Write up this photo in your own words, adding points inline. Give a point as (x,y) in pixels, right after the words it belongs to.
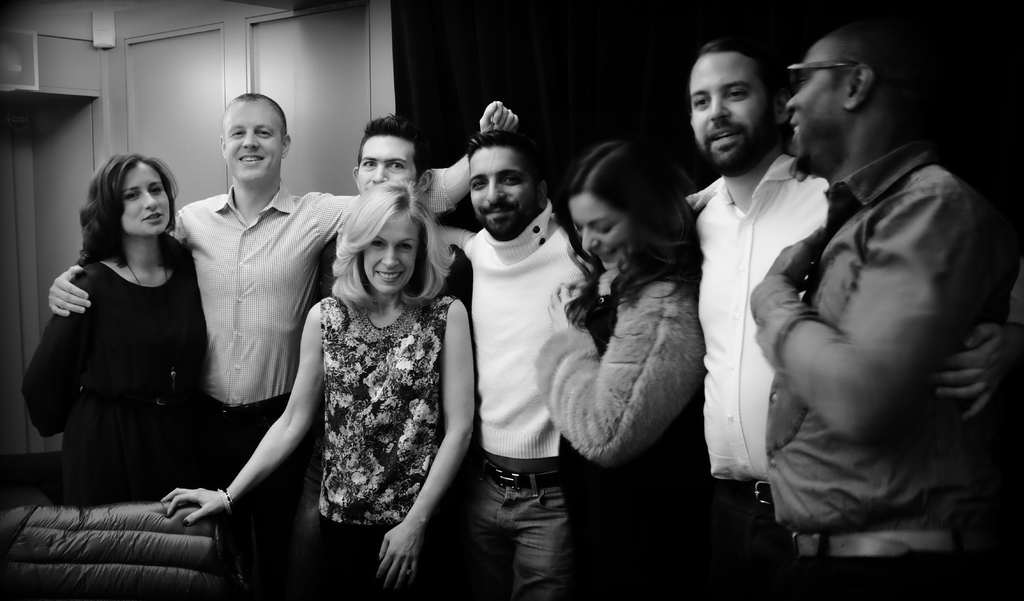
It is a black and white image, there are a group of people (496,299) standing and posing for the photo, behind them there is a curtain (713,38).
